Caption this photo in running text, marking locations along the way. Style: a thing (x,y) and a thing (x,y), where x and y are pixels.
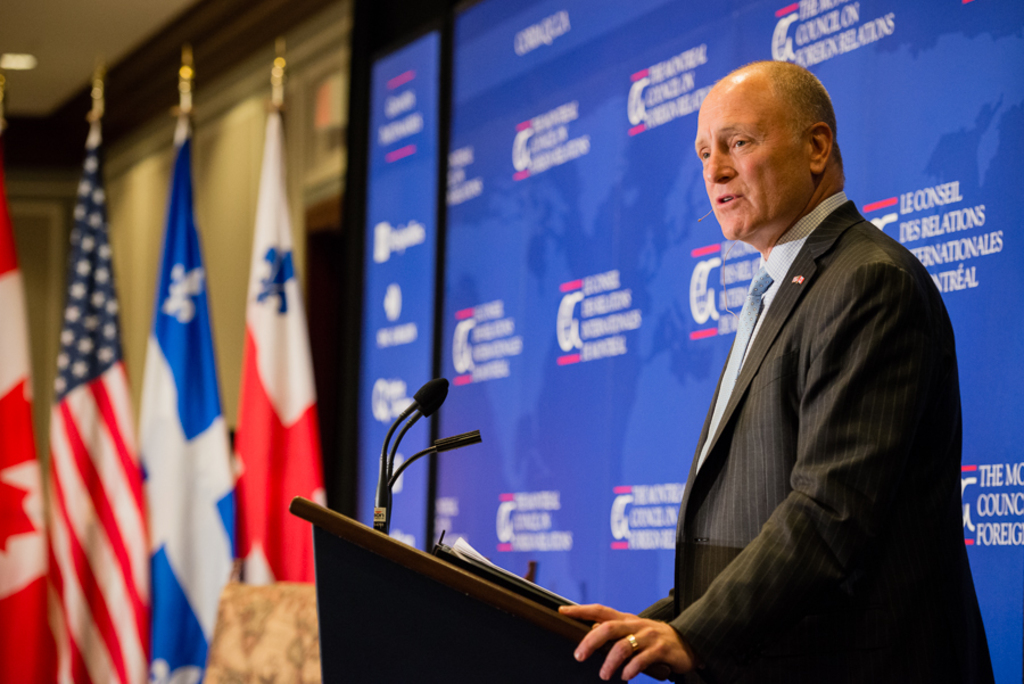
On the right (754,401) there is a man (776,283) who is wearing blazer (794,382) and shirt (774,273). He is standing near to the speech desk (553,630). On the desk (538,638) we can see the mics (386,513) and papers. Backside of him there is a banner (979,259). On the left (174,508) there are four different flags (274,433). In top-left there is a light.
